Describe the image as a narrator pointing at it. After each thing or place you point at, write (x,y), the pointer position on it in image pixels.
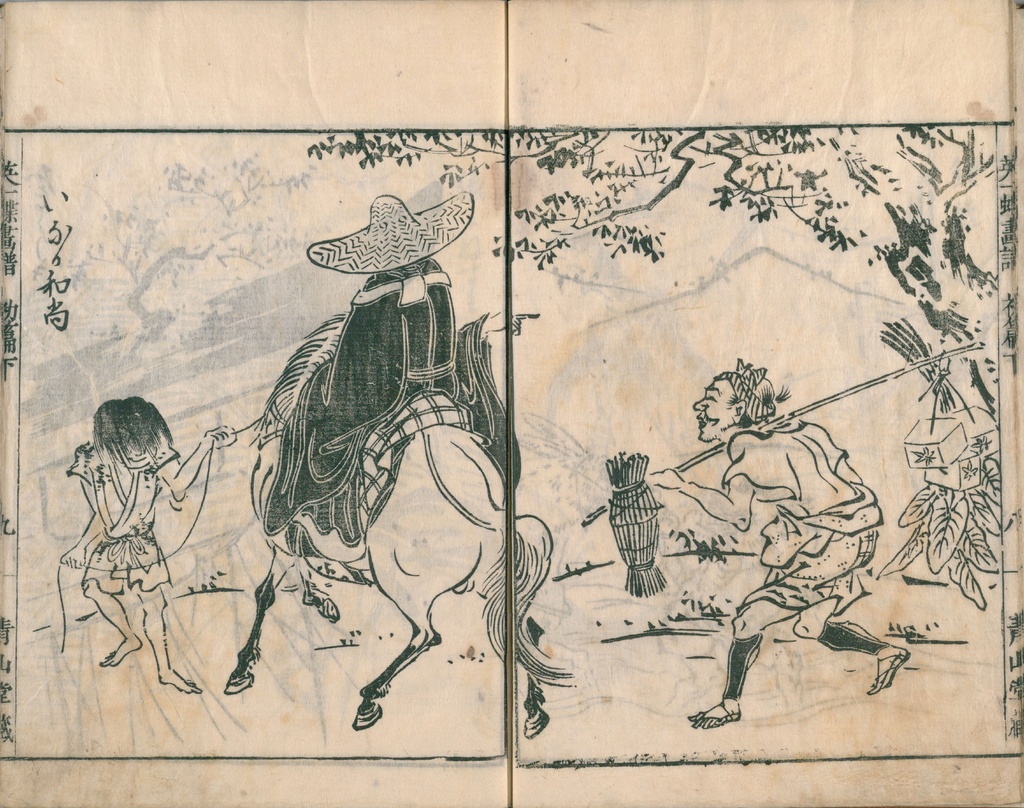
This is a zoomed in picture. In the foreground (865,45) there is a white color object (330,124) on which we can see the picture (852,492) of two persons (834,509) holding some objects (791,418) and walking on the ground (560,649) and we can see the picture (353,320) of a person (381,349) riding a horse (455,542) and we can see the picture (832,229) of a tree (929,309) and some other objects (942,472).
